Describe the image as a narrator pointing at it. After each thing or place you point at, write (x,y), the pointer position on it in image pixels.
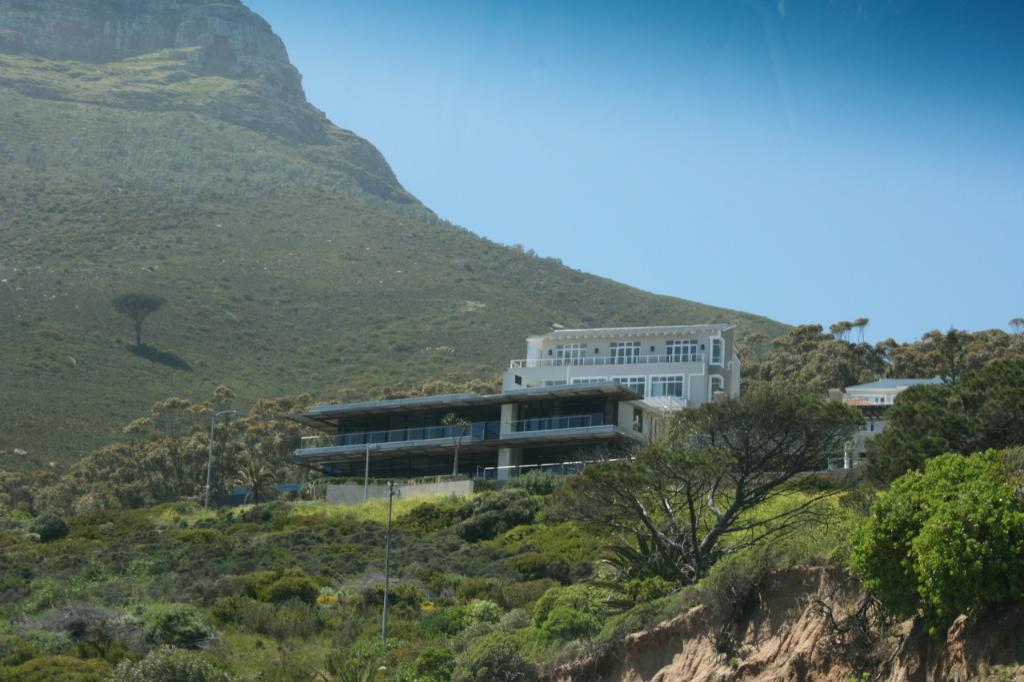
In this image we can see the buildings (637,448), there are some trees (293,468), poles (386,557) and mountains (191,118), also we can see the sky (798,200).
